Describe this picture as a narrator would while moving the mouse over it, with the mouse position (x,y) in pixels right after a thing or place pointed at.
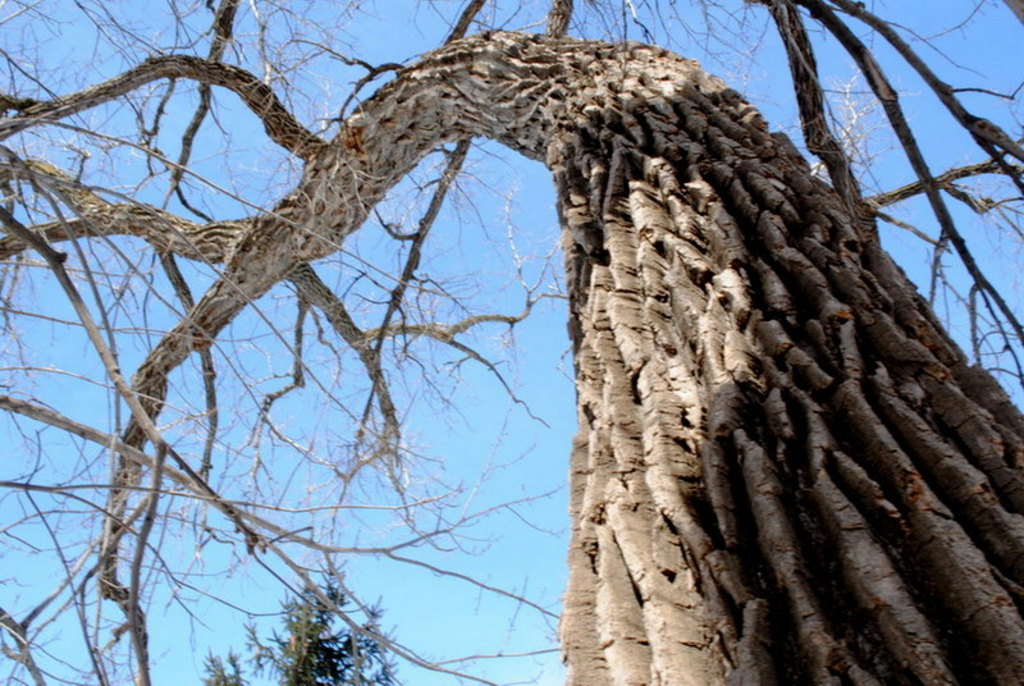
In the image there is a dry tree (331,235), in the background (293,669) there is a tree (322,645) visible and above its sky (504,287).
